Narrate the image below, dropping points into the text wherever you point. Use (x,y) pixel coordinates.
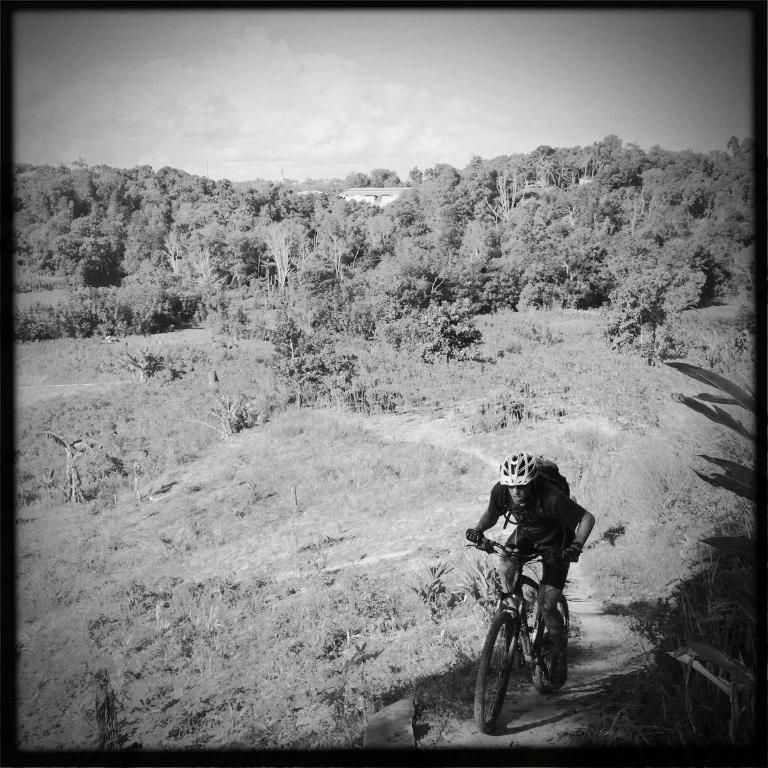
This image is taken in outdoors. In this image there is a person (552,618) riding the bicycle (514,592). He is a man (546,516) and he is wearing helmet (523,461). In the background (396,253) there are many trees (286,219) and plants (255,320). At the top of the image (273,105) there is a sky (193,111) with clouds (393,111). In the bottom of the image (190,683) there is a grass (230,582) on the ground (479,492).
